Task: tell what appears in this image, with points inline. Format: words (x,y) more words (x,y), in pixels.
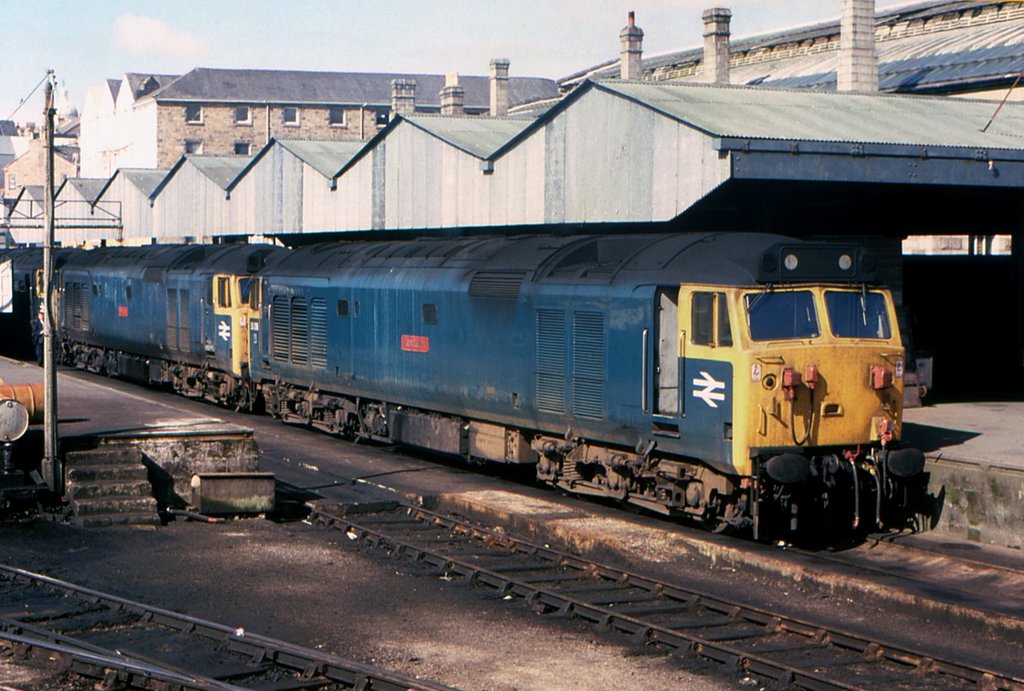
In this picture I can see trains (639,441) on the track (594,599), side there are some buildings (482,122).
